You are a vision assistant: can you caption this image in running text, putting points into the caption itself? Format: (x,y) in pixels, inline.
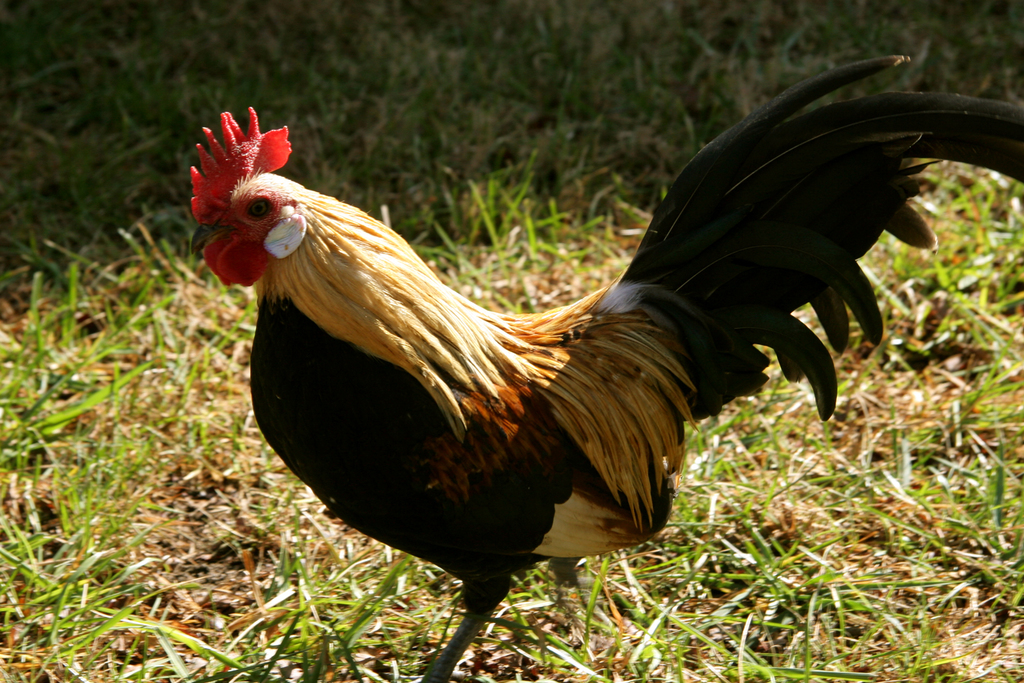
In this image there is a cock (393,496) standing on the ground (172,569). There is grass (422,90) on the ground (555,100).
